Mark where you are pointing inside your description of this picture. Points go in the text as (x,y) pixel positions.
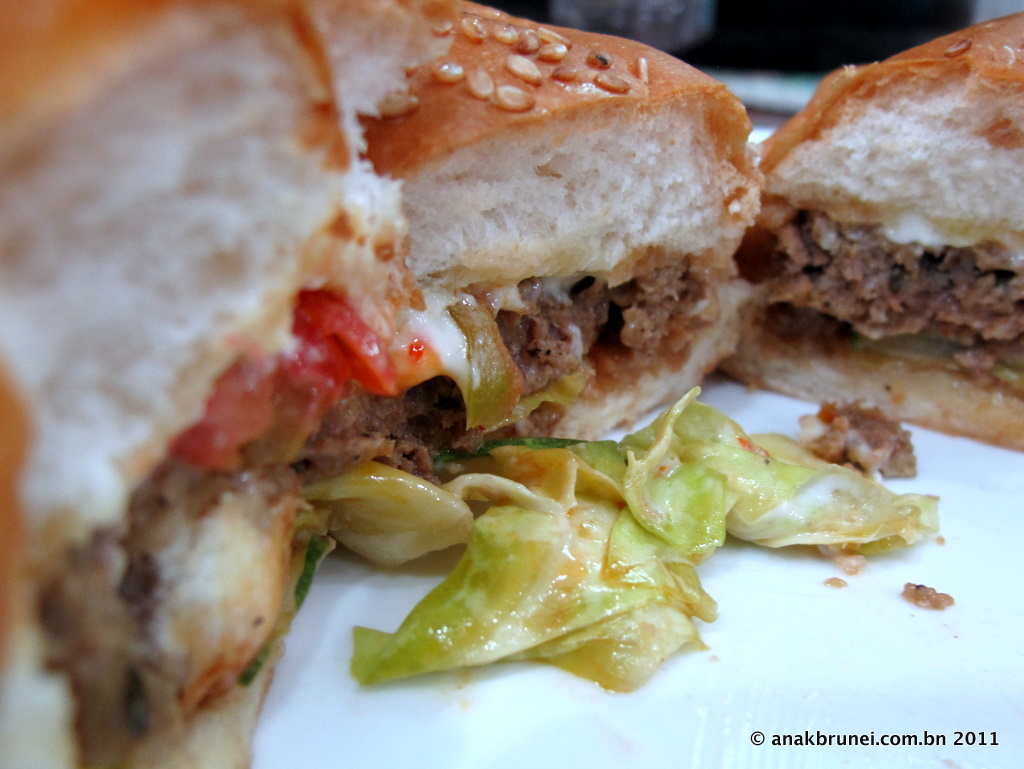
In this image, we can see some burgers (106,332).
